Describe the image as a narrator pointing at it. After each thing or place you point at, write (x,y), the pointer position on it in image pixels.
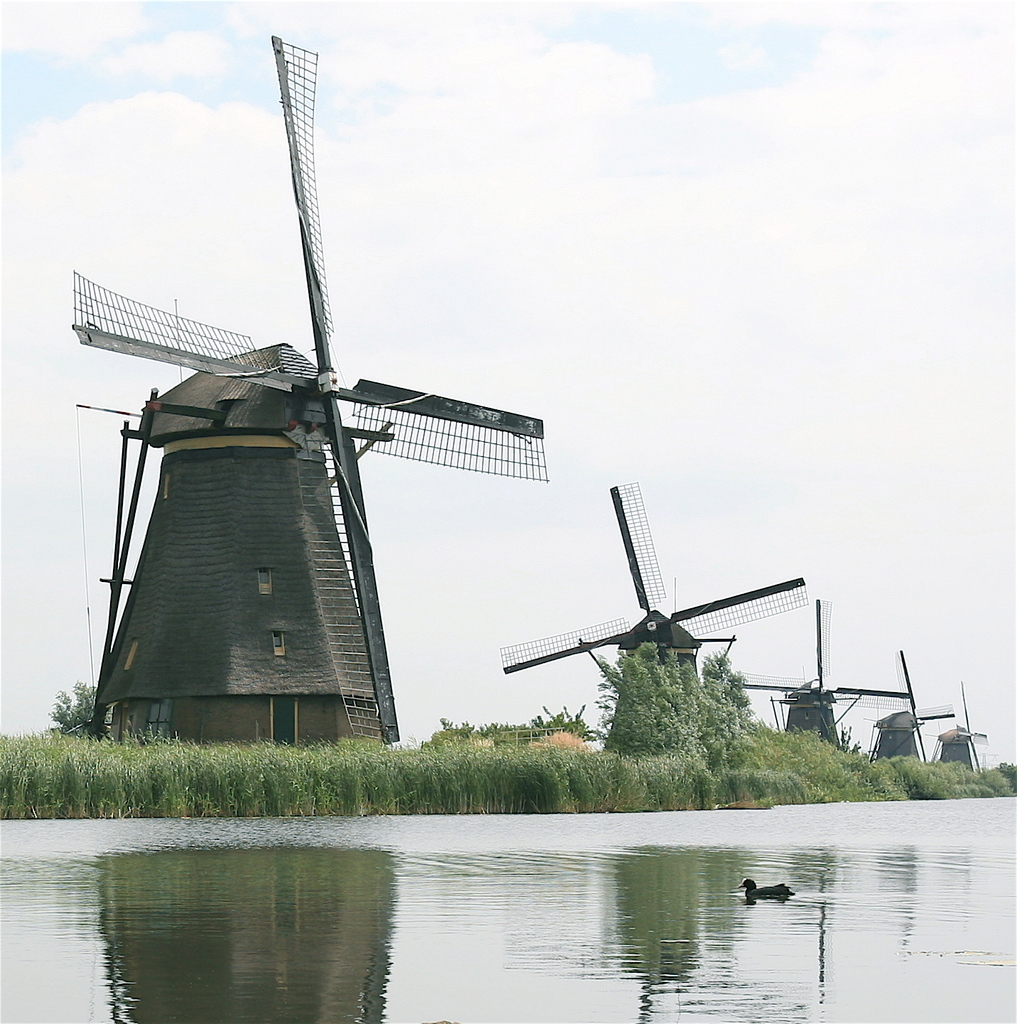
In the image we can see the windmills (343,586) and we can see the duck (756,892) in the water (754,906). Here we can see grass plants (414,766), trees (707,684) and the cloudy sky (627,223).
